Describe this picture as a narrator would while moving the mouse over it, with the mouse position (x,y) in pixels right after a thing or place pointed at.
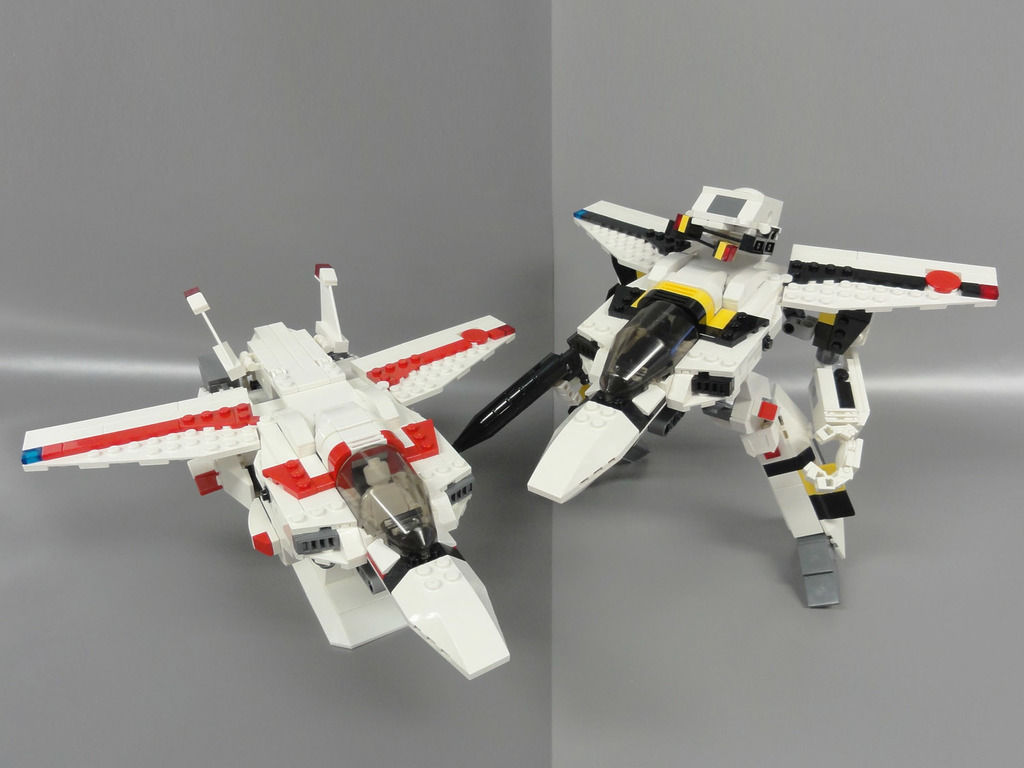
In this picture we can see two toys (641,347), there is a plain background.
